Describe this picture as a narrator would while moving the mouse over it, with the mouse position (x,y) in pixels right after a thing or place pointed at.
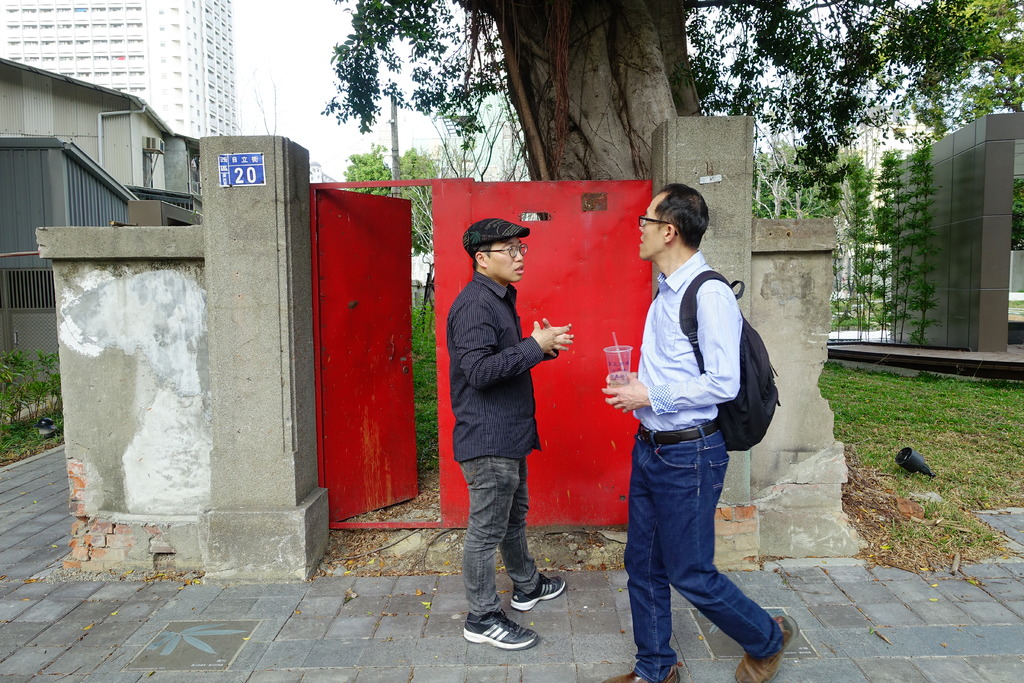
In this image two persons (505,633) are on the floor (469,663). Right side (722,362) a person (663,561) is carrying a bag (759,369) and he is walking on the floor (678,652). He is holding a glass (618,367) in his hand (630,376). He is wearing spectacles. Before him there is a person (476,380) wearing a cap (497,223) and spectacles (510,250). He is standing on the floor (423,660). Behind them there is a wall (300,402) having a door (347,374). Behind it there is a tree (686,104). Background (140,153) there are few trees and buildings (123,161). Right side (1009,455) there is a grassland (898,424). Left side (13,380) there are few plants (18,354) on the grassland (23,436).
